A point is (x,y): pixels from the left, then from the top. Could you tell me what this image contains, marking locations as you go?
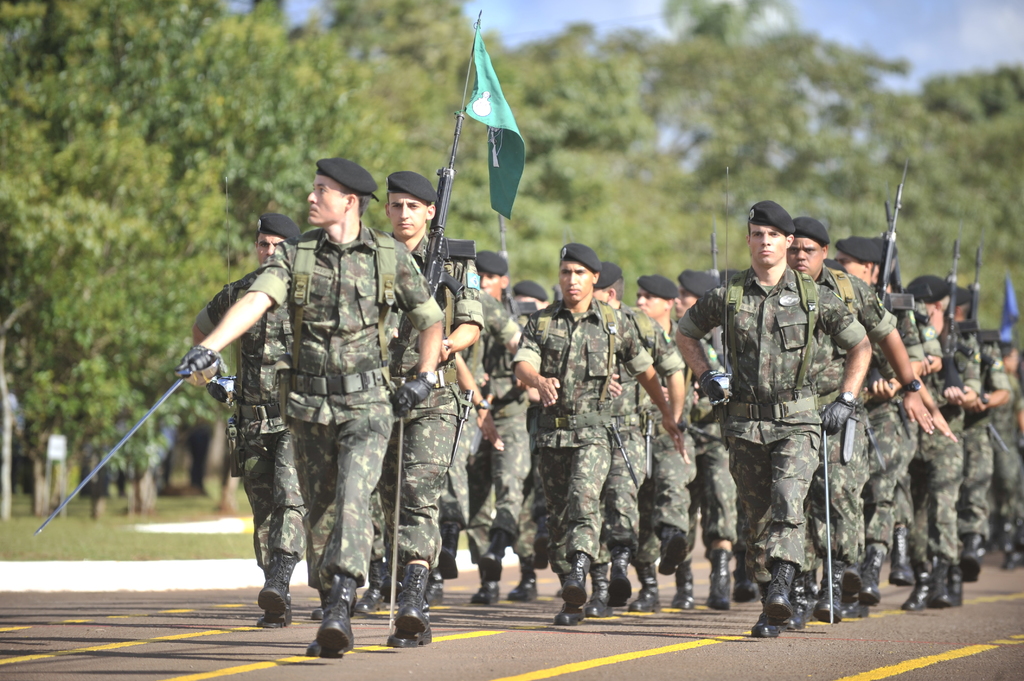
In the center of the image (453,382) we can see people (912,438) walking. They are wearing uniforms (266,434) and we can see flags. In the background (238,182) there are trees (672,102) and sky (912,9). At the bottom (454,638) there is a road (595,639).
